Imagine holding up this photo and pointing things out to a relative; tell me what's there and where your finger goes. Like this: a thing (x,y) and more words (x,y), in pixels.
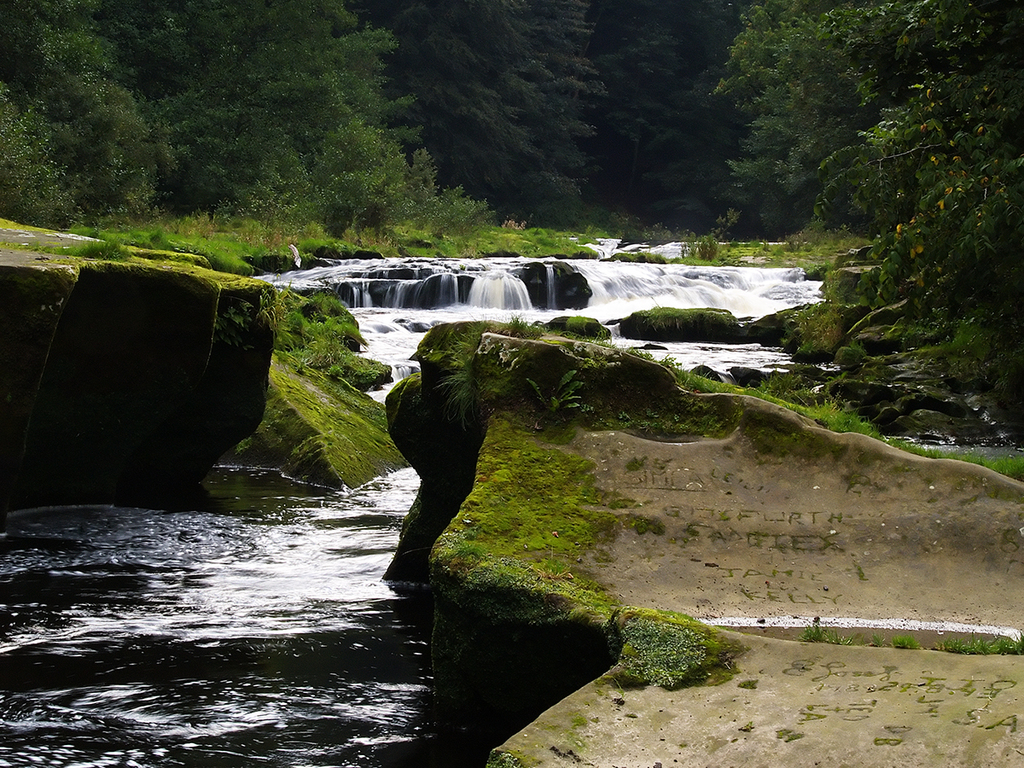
In this picture, we see the tributary (511,290) of the river (143,578) is flowing. Beside that, there are rocks (678,468). In the background (673,172), there are trees (551,172).
